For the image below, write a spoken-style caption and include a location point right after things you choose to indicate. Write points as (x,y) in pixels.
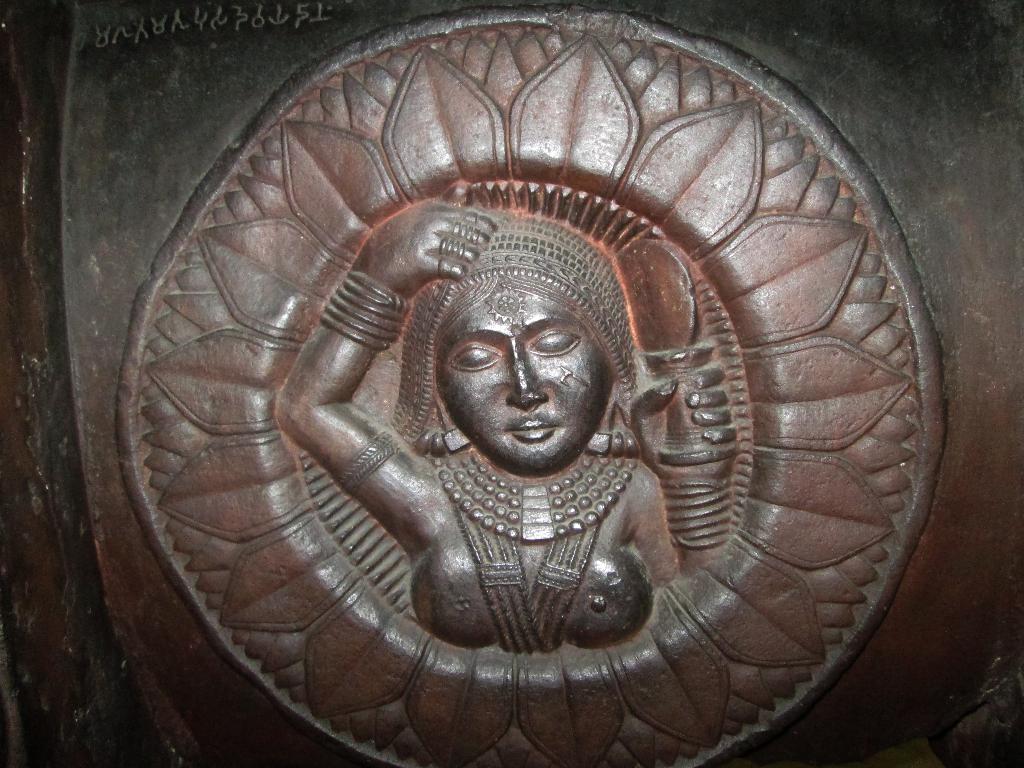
In this picture we can see a carving art (509,391).
